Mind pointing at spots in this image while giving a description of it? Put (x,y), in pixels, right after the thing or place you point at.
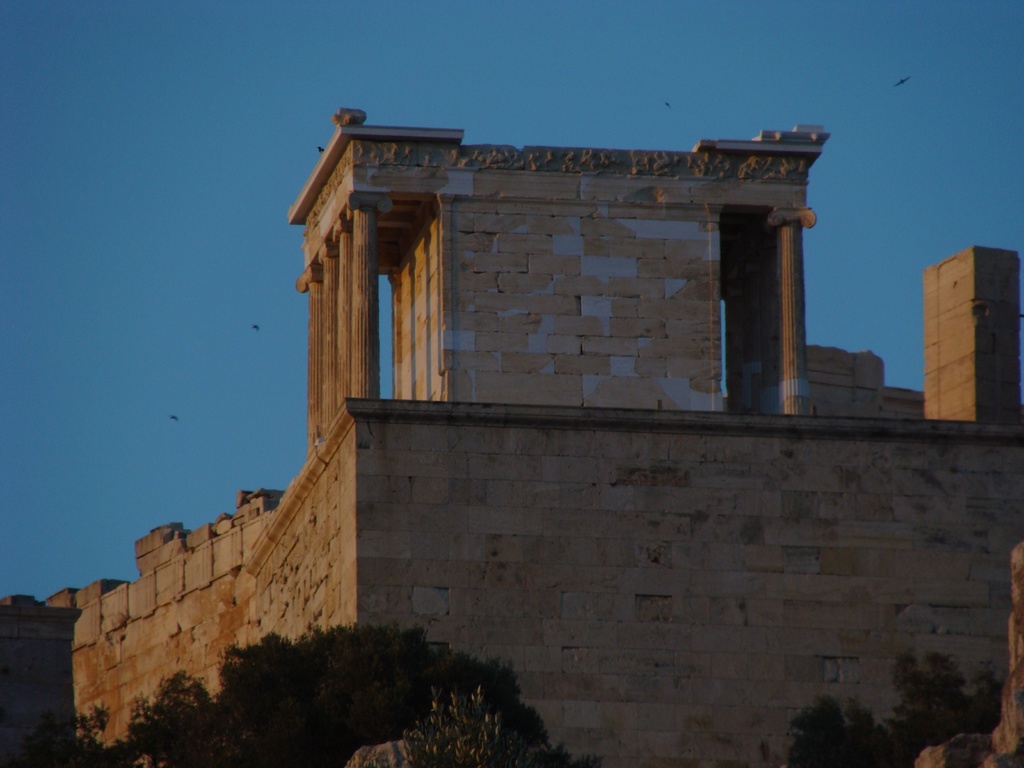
In this image we can see the monument (786,288) and also the wall (258,577). We can also see the trees (483,724) and birds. Sky (206,142) is also visible.
